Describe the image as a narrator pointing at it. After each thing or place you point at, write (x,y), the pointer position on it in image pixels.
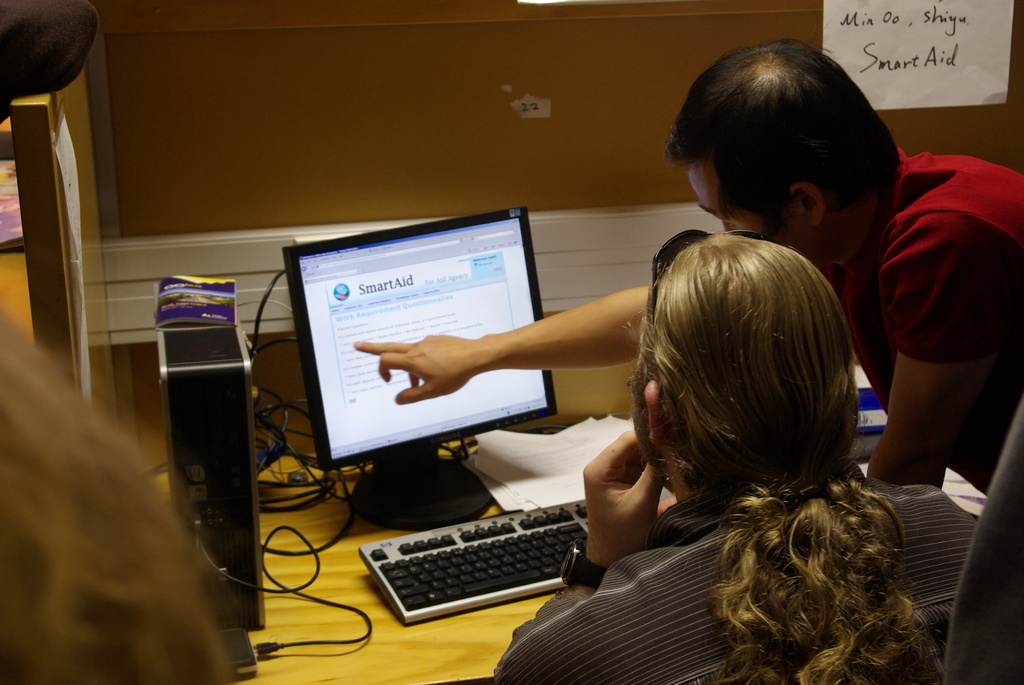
In the image in the center (572,311) we can see two persons (873,462). One person (881,452) is standing and another person (805,520) is sitting on the chair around the table (370,581). On table (294,560), we can see monitor (453,477), keyboard (444,559), wires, papers (553,468) and personal computer (244,464). In the background (628,134) we can see wall (594,112), note papers (904,77) on a wall (170,150) and few other objects (192,315).
